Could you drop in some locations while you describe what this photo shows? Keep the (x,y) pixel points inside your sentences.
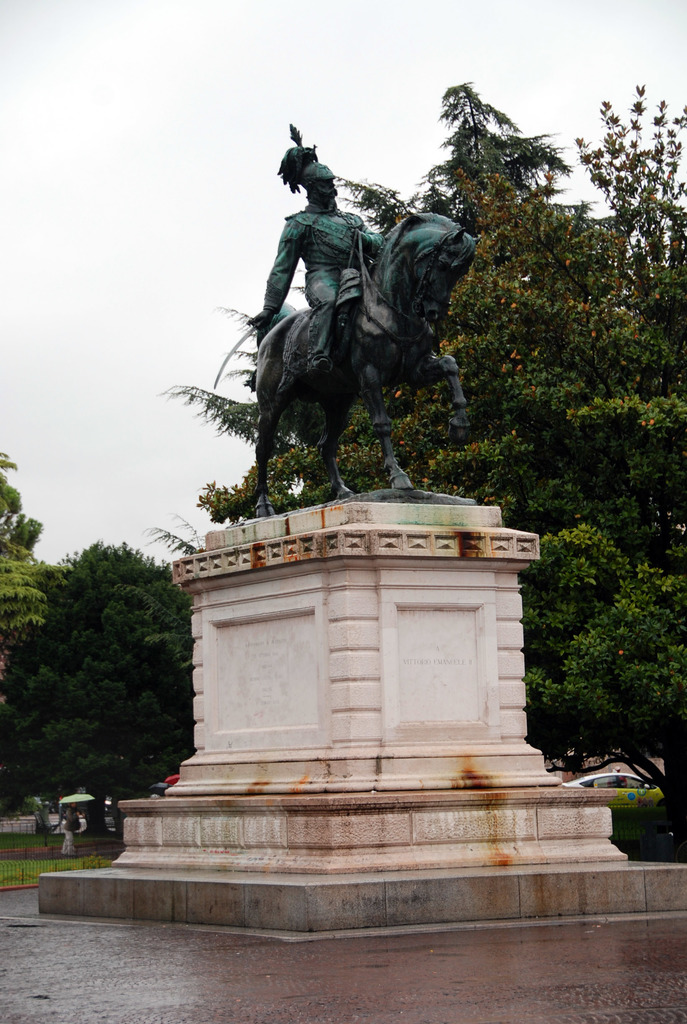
In this image we can see the statue (334,313) of a person (317,309) and a horse (401,339). There are many trees (59,648) in the image. There is a grassy land (103,858) in the image. There is a fence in the image. We can see the sky (159,161) in the image. There are few people (67,845) at the left side of the image (73,833). There is a car (633,778) at the right side of the image (620,782).
